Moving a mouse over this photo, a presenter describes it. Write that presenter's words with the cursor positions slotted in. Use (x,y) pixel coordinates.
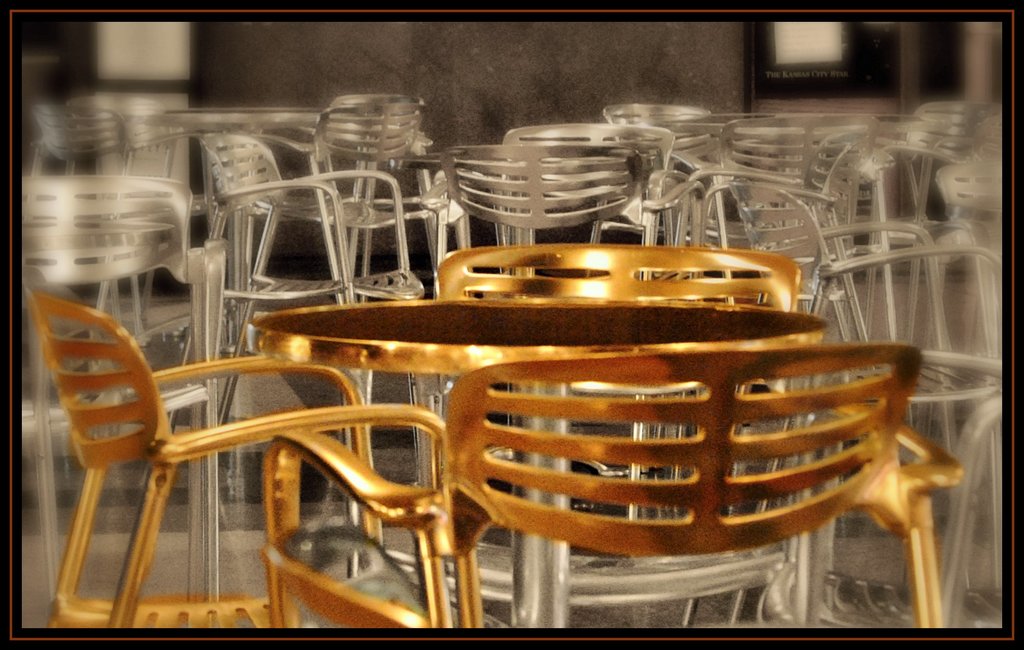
In the image we can see there are three chairs (467,465) and a table (560,423) which are golden in color. The rest chairs (201,282) and tables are silver in color.
